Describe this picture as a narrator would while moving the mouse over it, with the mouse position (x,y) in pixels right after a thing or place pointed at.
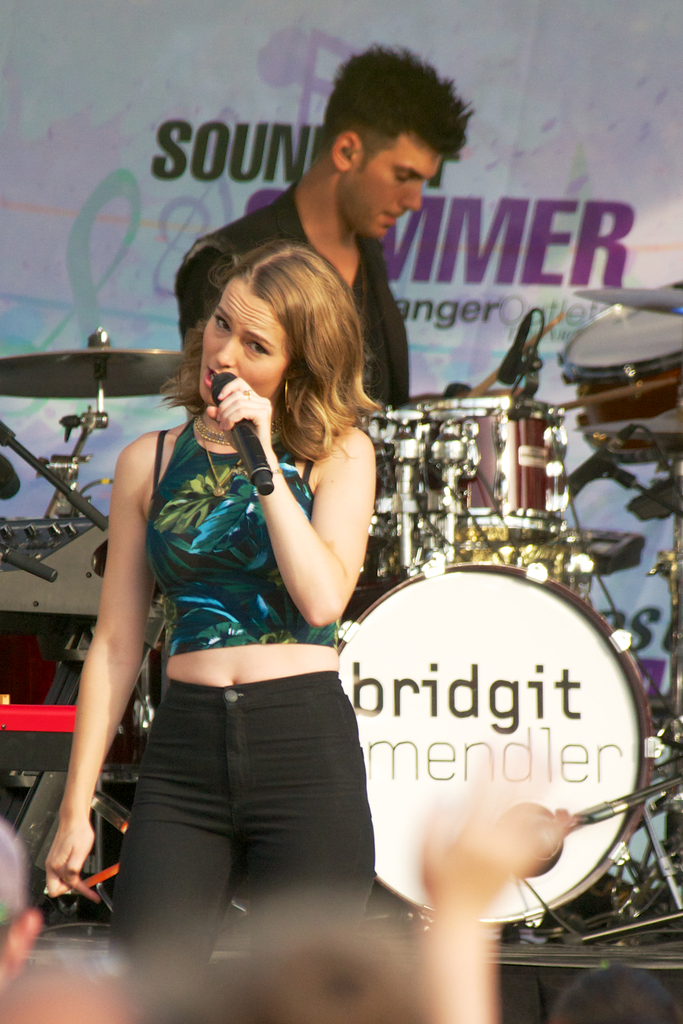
In this image a woman (196,893) is standing and holding a mike (261,475) in her hand (223,415). Behind her there is a person (365,217) playing a musical instrument (508,510). Behind him there is a banner (127,249). Bottom of image (128,1021) there are few persons (363,957).
